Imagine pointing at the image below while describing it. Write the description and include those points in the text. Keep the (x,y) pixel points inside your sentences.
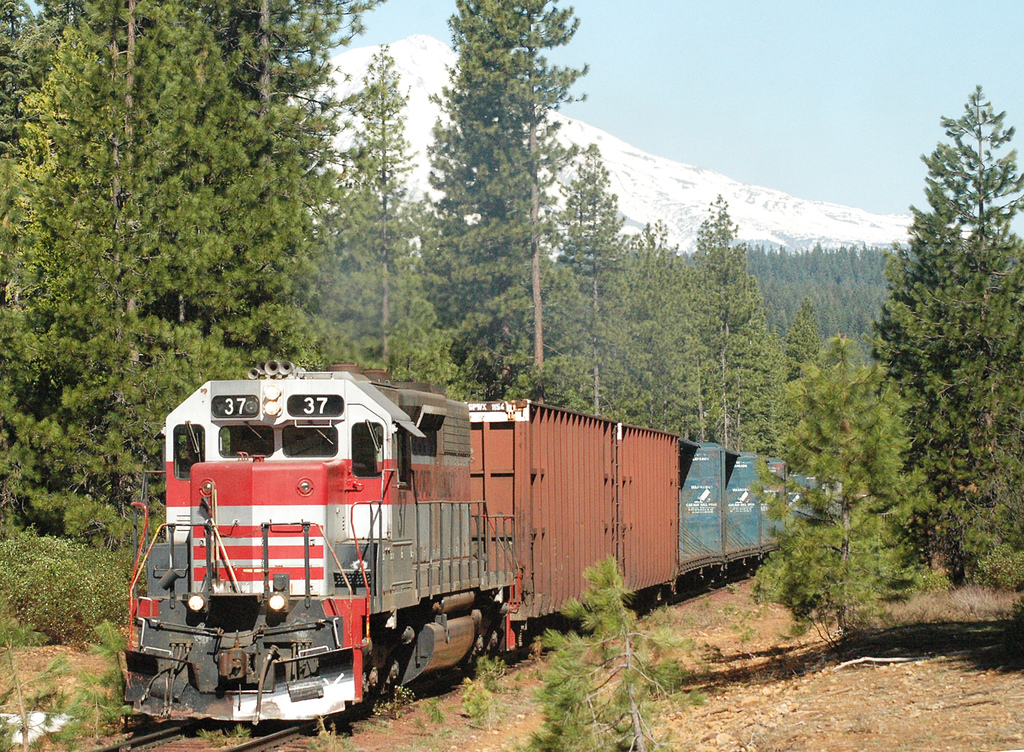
In the picture we can see a train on the track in the forest area (835,297) and besides the train (766,550) we can see some plants (808,539) and in the background (725,317), we can see trees (765,295), and hills (773,280) and a mountain (365,62) with a sky (774,69).
